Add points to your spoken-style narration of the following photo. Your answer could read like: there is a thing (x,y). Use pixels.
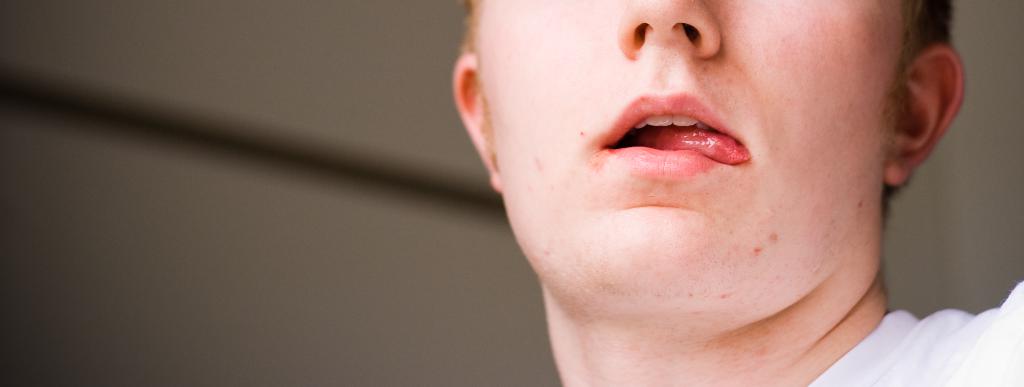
In this image, we can see a person (910,4) and the background (373,21).
